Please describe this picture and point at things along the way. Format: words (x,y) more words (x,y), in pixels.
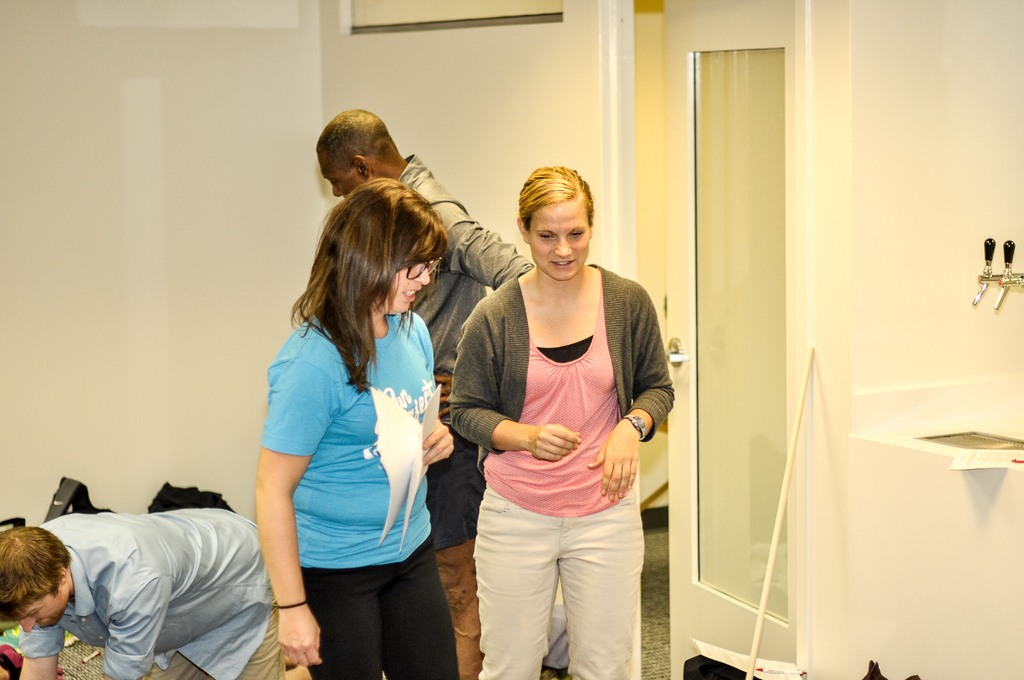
In this image, we can see persons (451,420) wearing clothes (351,509). There is a stick (775,543) in the bottom right of the image (774,530). There is a door (753,276) in the middle of the image (681,243). In the background (252,286), we can see a wall (849,103). There is a tap (1018,285) on the right side of the image (991,275).
